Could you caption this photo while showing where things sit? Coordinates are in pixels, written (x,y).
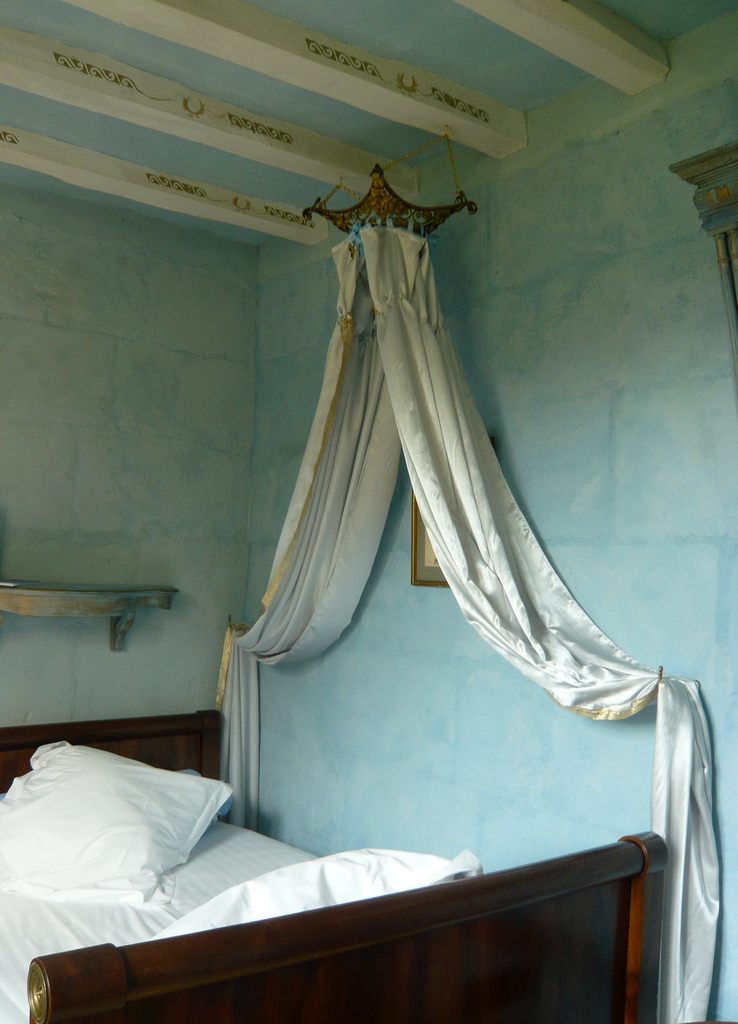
In this image, we can see a bed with some pillows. We can see the wall (432,699) with some objects (729,211). We can also see the roof (601,49) and some white colored objects (229,105). We can also see an object (375,195) with some cloth (390,236).
